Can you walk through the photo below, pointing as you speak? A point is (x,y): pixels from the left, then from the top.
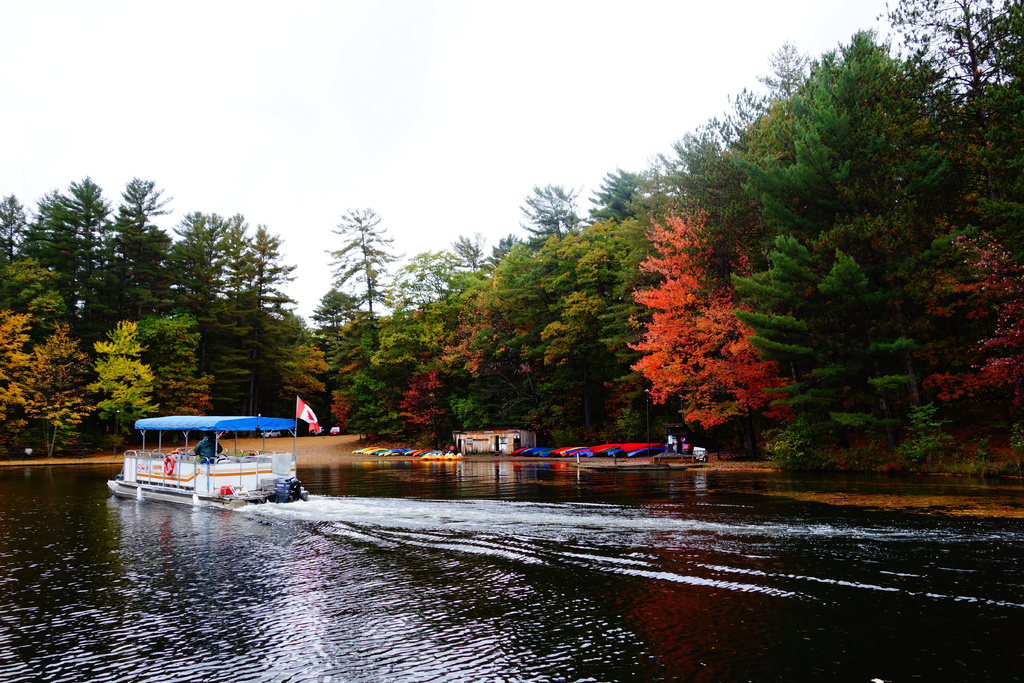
On the left side of the image (157,476) we can see a boat (214,477) on the water (285,565), in the background (285,343) we can see few trees (539,294), a house (494,436) and other things (627,445), and also we can see a flag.
